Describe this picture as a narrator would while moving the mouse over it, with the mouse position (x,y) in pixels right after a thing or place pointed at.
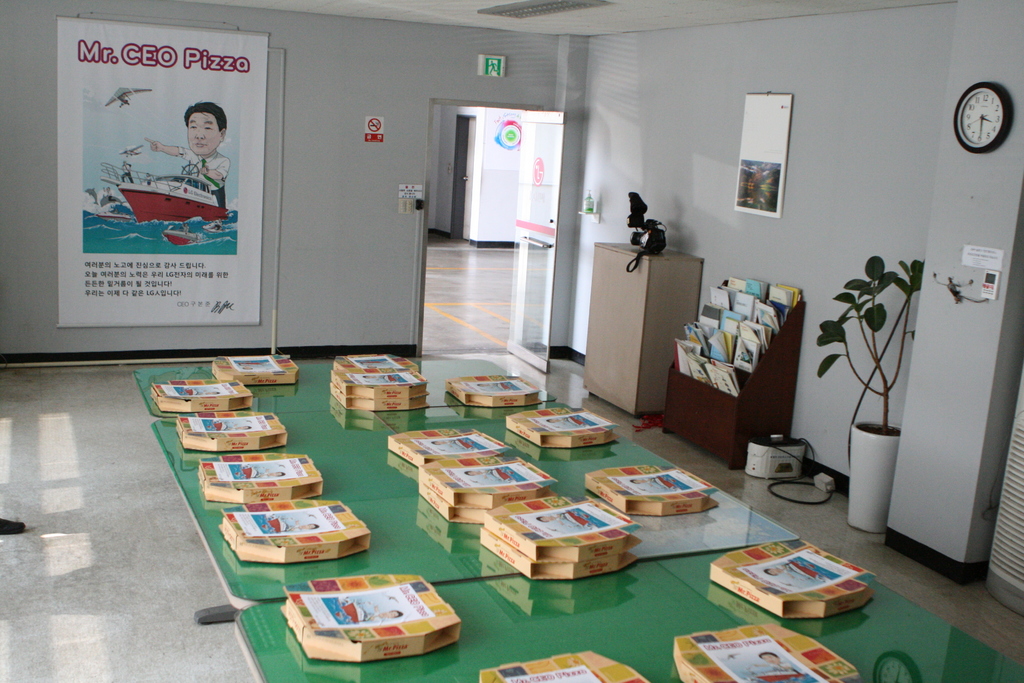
This is a picture of a room (748,477) in this image at the bottom (727,646) there are some boxes (569,666) and papers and table (323,561). On the right side (693,415) there is a book rack (762,377), flower pot (862,448), plant (875,358), table (671,312) and some object (758,455). On the table (683,291) there is a camera (642,223) and on the wall (844,92) there is a calendar (752,199) and clock (985,122), on the left side (92,135) there is one board (156,180) on the wall (310,285) and in the background (461,225) there is a door (464,183). At the bottom (119,521) there is a floor (86,610).
